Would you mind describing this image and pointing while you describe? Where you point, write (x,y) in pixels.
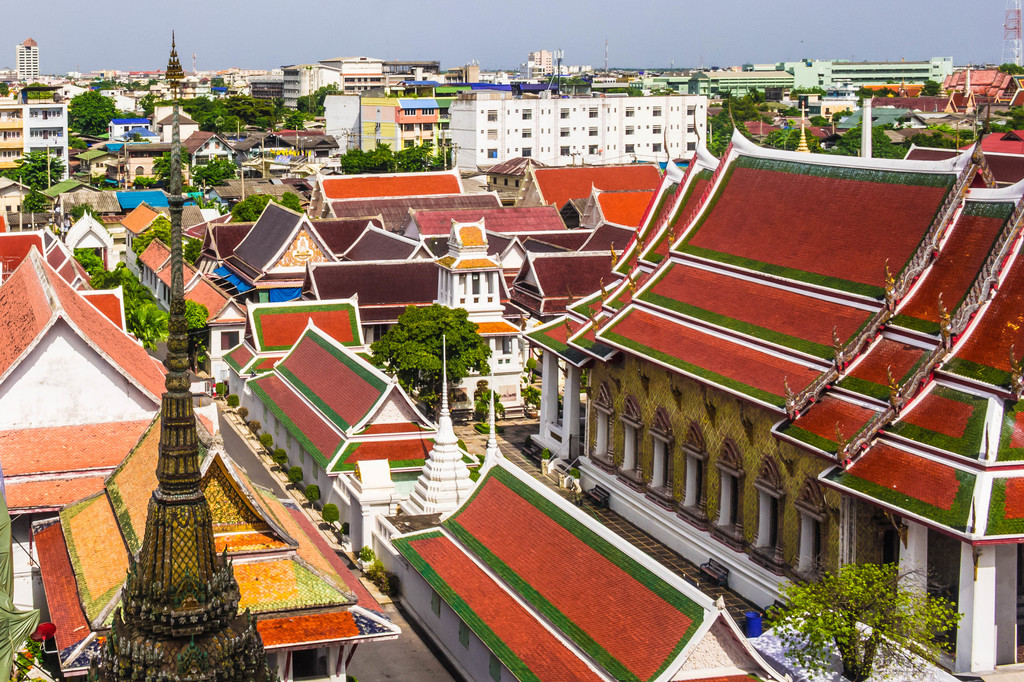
In the image there are plenty of temple buildings (615,346) and a spire (444,387) and in between the buildings (338,257) there are large trees (428,341).
